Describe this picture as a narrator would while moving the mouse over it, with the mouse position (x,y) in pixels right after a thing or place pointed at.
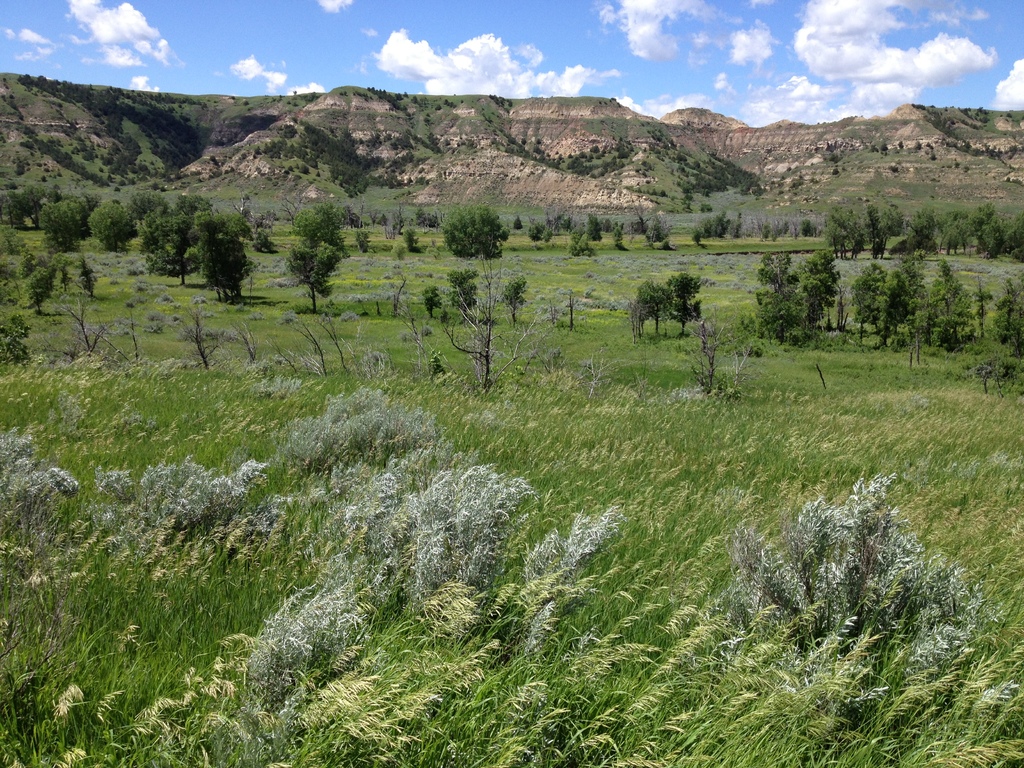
In this picture we can see grass (529,461) at the bottom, there are some trees (897,311) in the middle (521,282), we can see hills (776,131) in the background (408,140), there is the sky (557,61) at the top of the picture (568,52).
